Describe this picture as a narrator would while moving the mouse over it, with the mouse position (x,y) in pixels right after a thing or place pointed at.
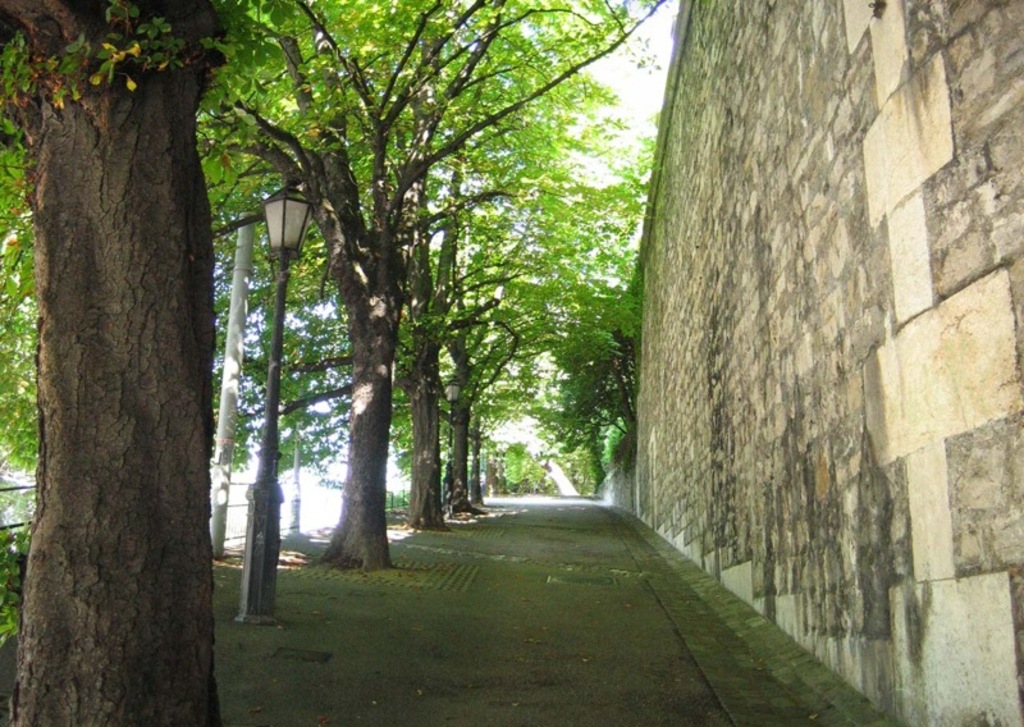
In this image I can see few green trees (346,343), light pole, wall (744,375) and the fencing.
